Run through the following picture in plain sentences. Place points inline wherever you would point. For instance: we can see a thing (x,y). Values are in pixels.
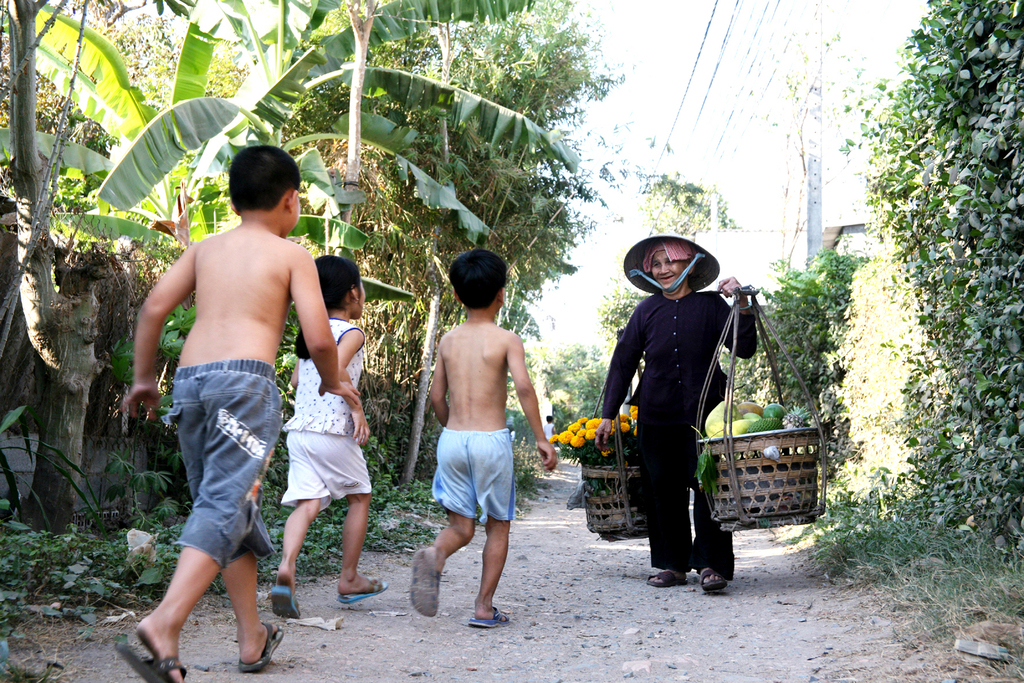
In the middle of the image (509,357) we can see children (451,484) walking on the road (406,582). In front of the children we can see a woman (664,335) carrying fruits (751,420) in one basket (747,506) and flowers (585,462) in one basket (626,493) on her shoulders (726,313). In the background (350,77) we can see trees (271,68), walls (120,447), ground (56,633), plants (96,568), electric poles (810,93), electric cables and sky (633,56).
